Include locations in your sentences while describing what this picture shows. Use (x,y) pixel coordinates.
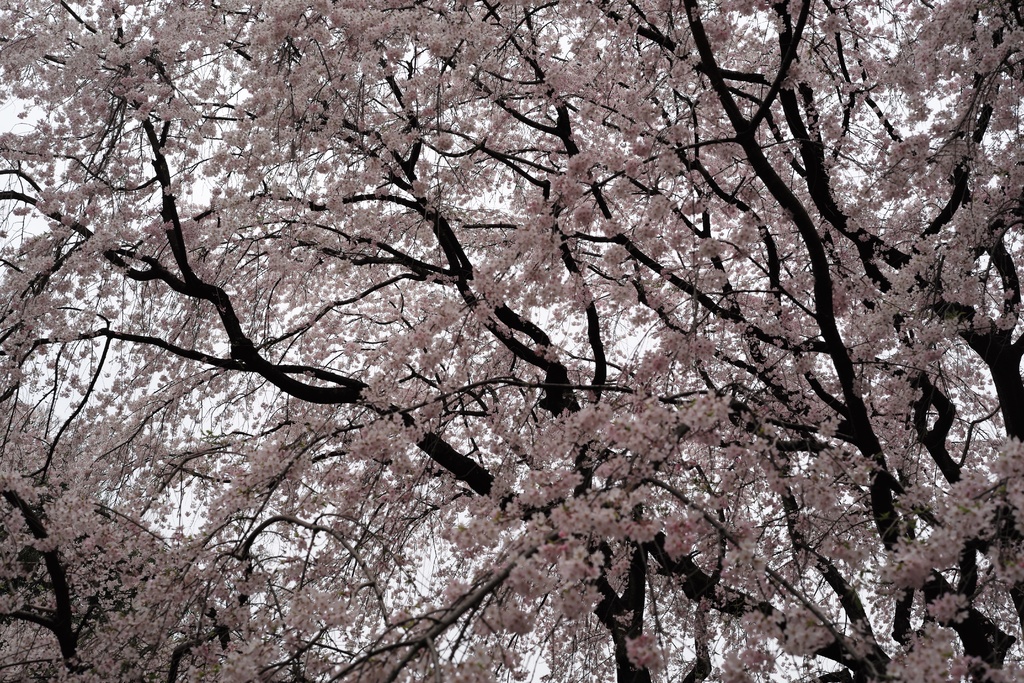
There is a tree (230,516) presenting in this picture.
